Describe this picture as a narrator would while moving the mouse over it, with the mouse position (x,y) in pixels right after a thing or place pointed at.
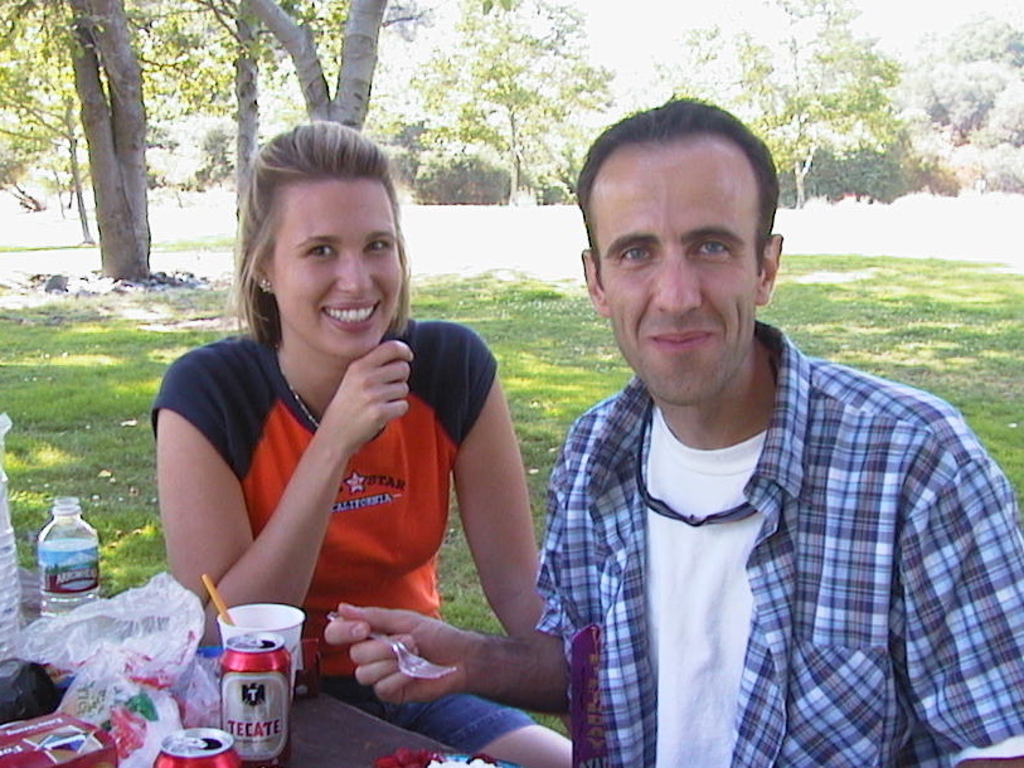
In this image in the front (510,491) there are persons (470,516) sitting and smiling. On the left side (305,767) there is a table (297,757) and on the table (305,767) there are cans (285,701), bottles (59,608), glass (236,618) and plastic packets (149,686) and there is a box (66,752) which is red in colour. In the center (586,328) there is grass (490,324) on the ground (550,321) and in the background (167,171) there are trees (136,155).
